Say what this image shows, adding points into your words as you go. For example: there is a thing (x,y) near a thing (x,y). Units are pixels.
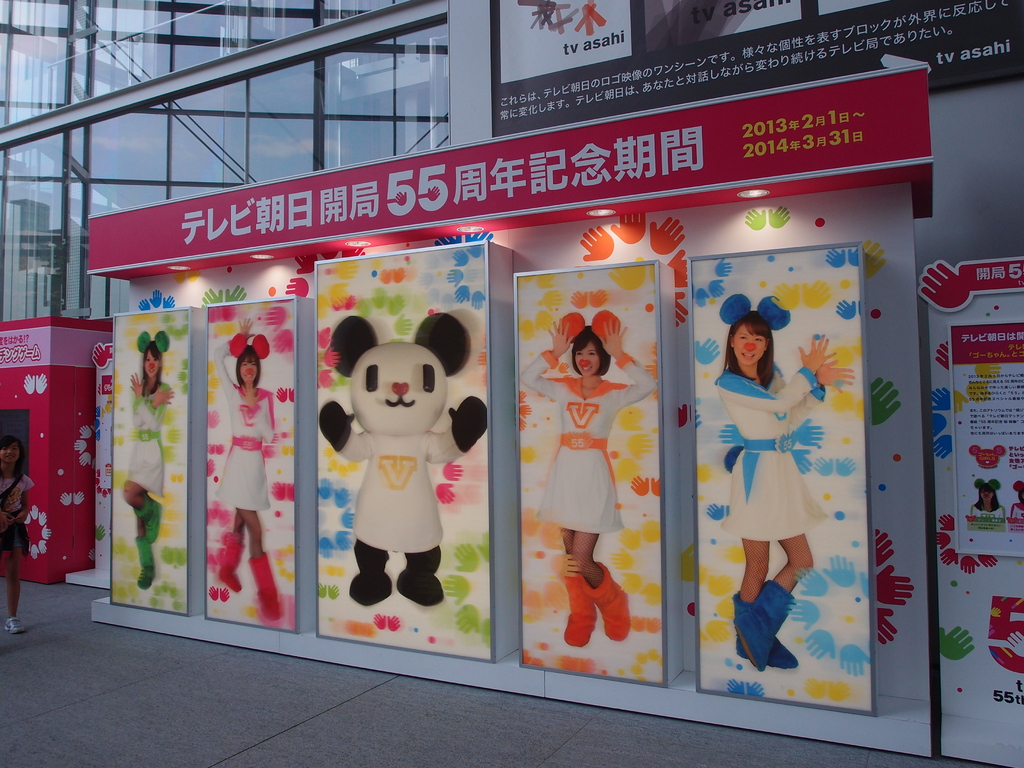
In this image there is a building (225,11), in front of the building (104,315) there are a few banners (321,526) and few images (321,526) of a person (751,552) and there is a lady (15,606) standing on the floor (253,715).
